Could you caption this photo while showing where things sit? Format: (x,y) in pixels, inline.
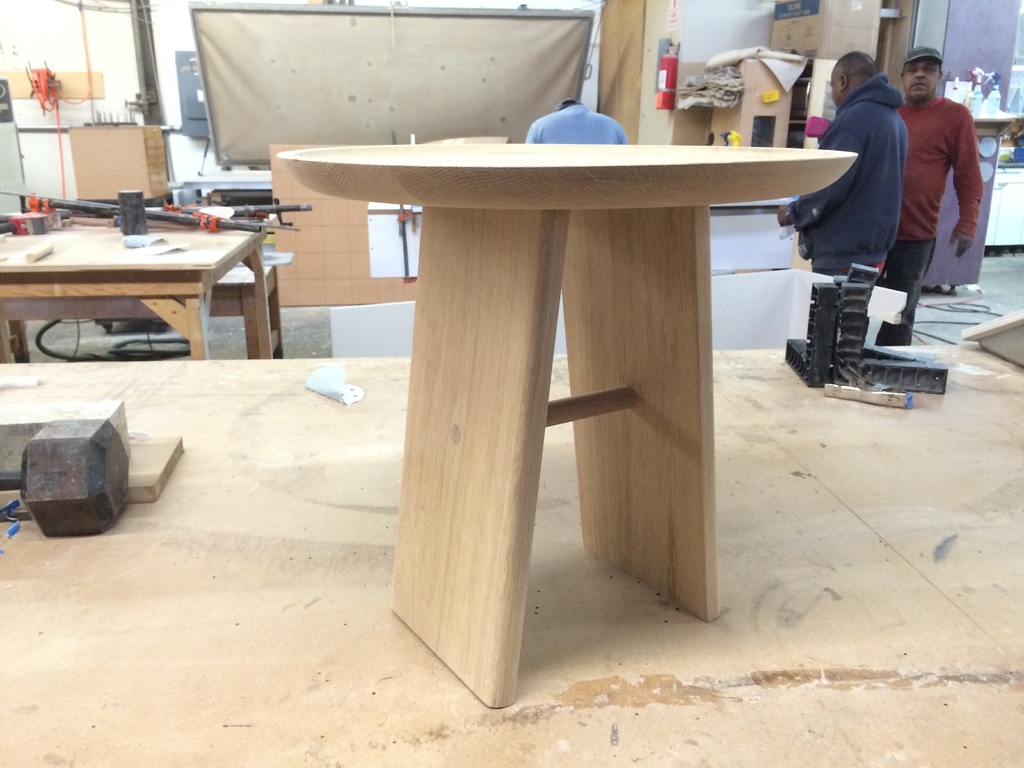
In this image i can see a table (606,226) at the back ground (866,152) i can see two men (895,141) standing, a pillar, a board (428,60), few machines (199,206) on a table (191,233).
